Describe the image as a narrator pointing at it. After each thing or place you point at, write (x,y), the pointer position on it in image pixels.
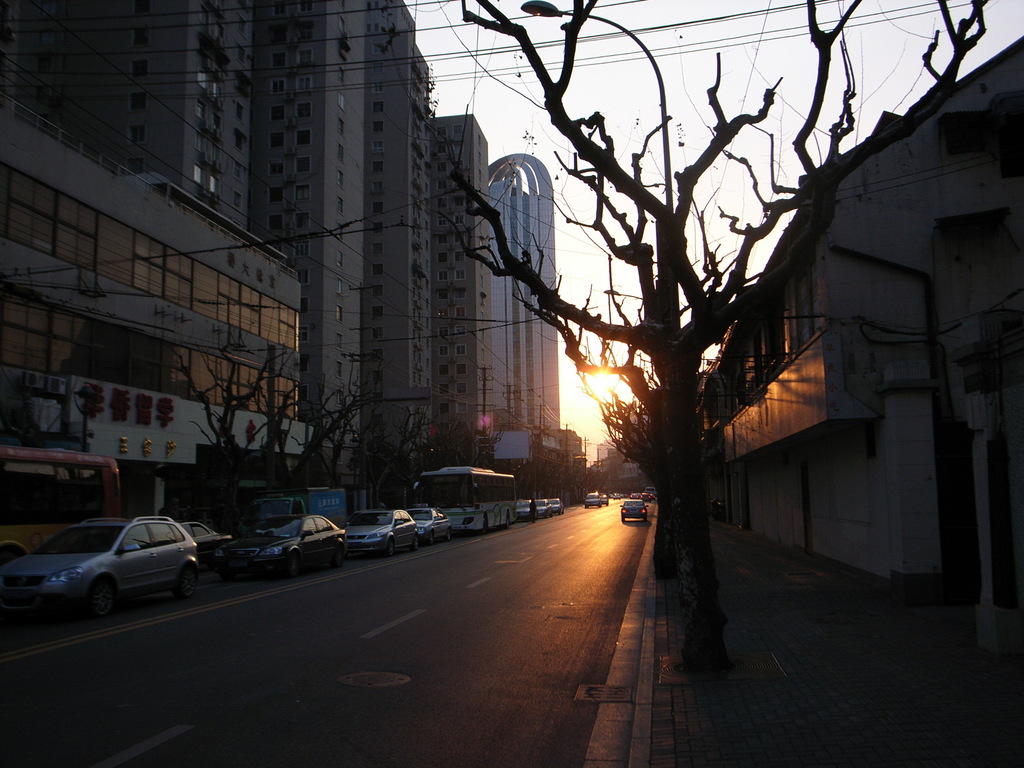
In the foreground (462,511) I can see fleets of vehicles (357,534) on the road (461,570), light poles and trees (616,371). In the background (538,350) I can see buildings (961,168), wires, boards (528,441) and the sky (698,203). This image is taken, may be in the evening.
